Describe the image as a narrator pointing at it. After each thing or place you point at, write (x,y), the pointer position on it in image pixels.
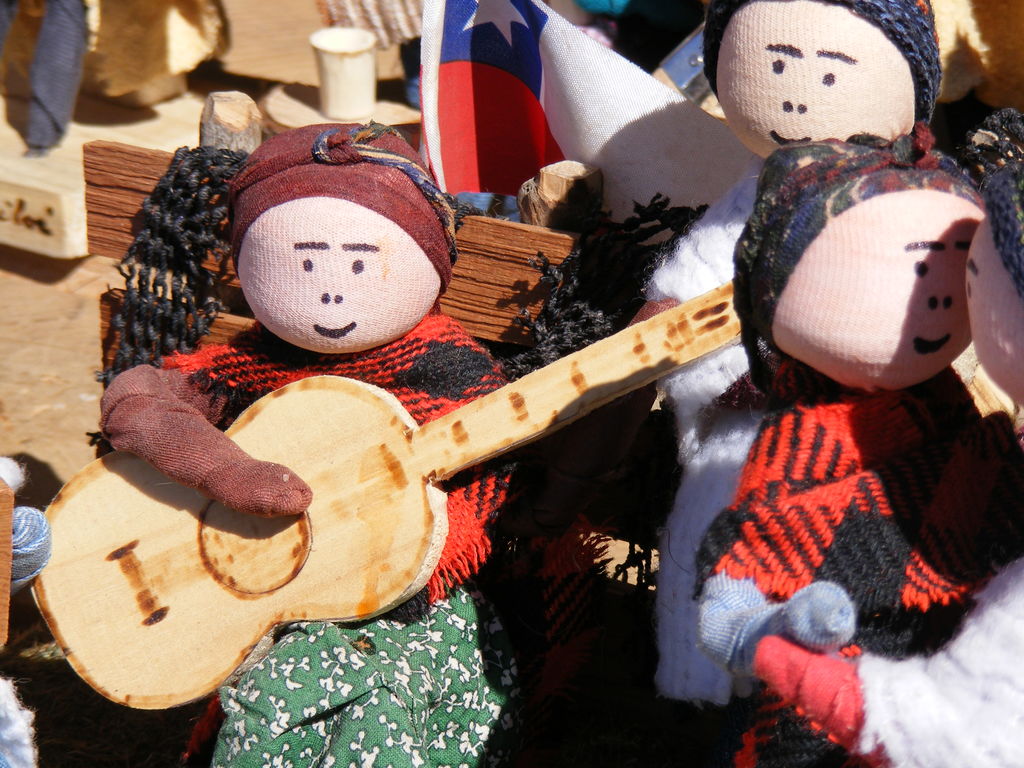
In the above picture there are couple of toys (424,259) they are soft toys (367,273) one of them is holding a guitar (376,390) and the other two are to the right side of the pictures are holding each of them in their hands (829,630). And in the back of the picture (765,119) there is other soft toy (848,70) standing and leaning on to the wooden block (490,256). In the background (459,50) there is a flag (523,83), and in the background of the picture (298,27) i could see some wooden blocks (299,68).
